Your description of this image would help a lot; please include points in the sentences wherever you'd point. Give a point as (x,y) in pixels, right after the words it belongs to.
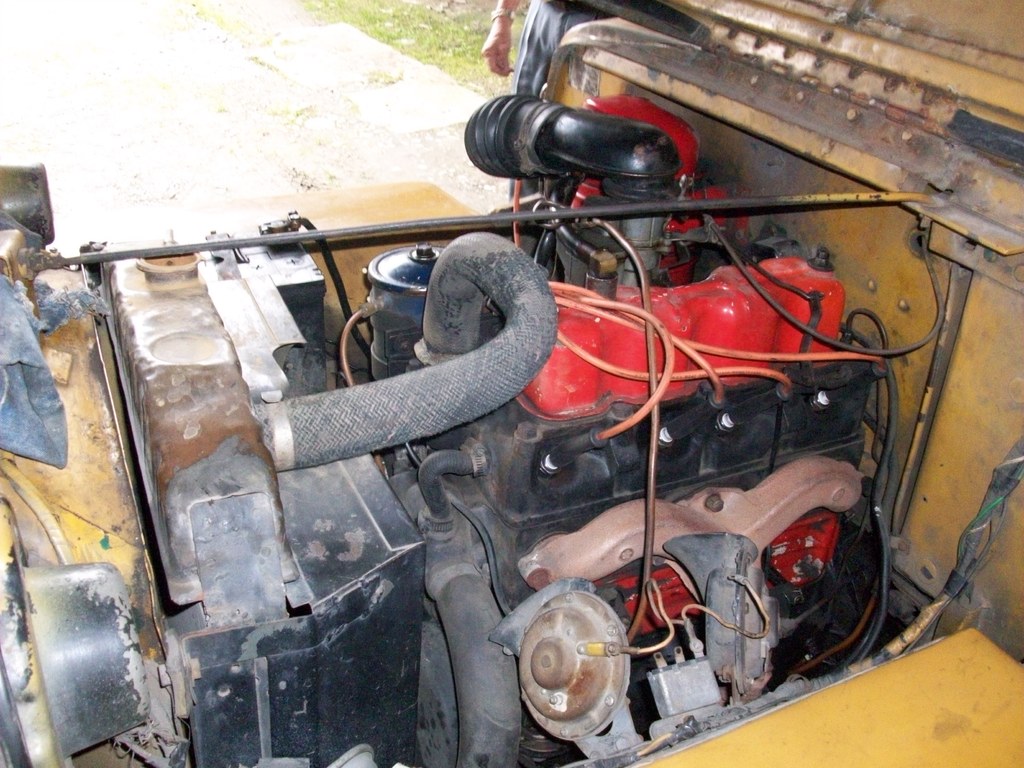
In this image we can see the engine part (501,459) of the vehicle (571,460), also we can see a person (548,17) and the grass (363,3).
